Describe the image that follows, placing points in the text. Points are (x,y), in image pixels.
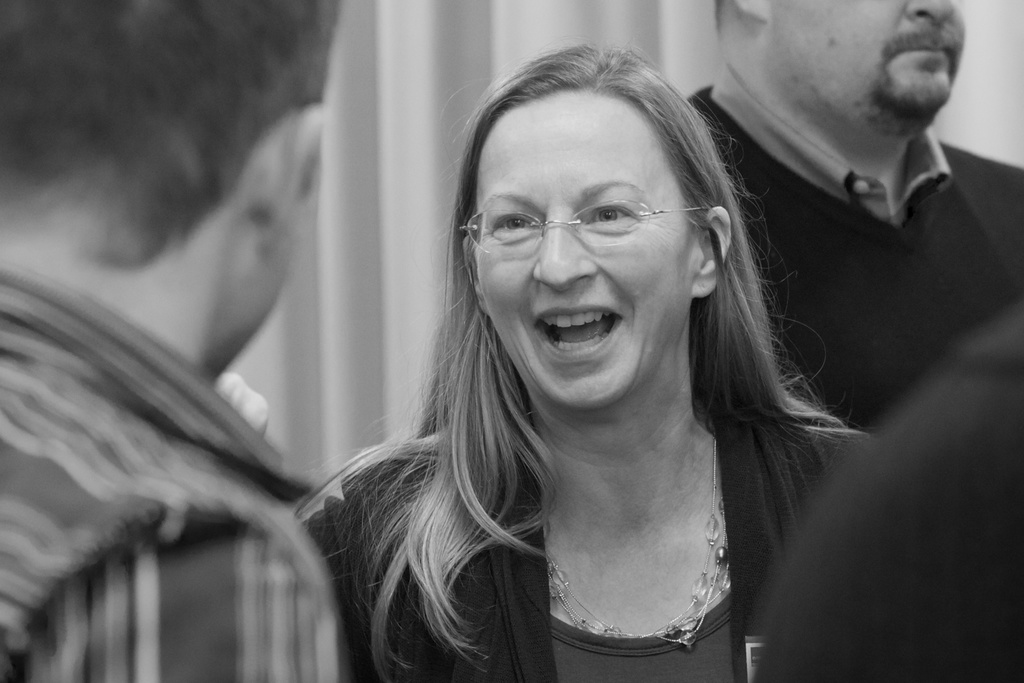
In this picture we can see a woman (494,501) smiling and there are two men (955,46).
